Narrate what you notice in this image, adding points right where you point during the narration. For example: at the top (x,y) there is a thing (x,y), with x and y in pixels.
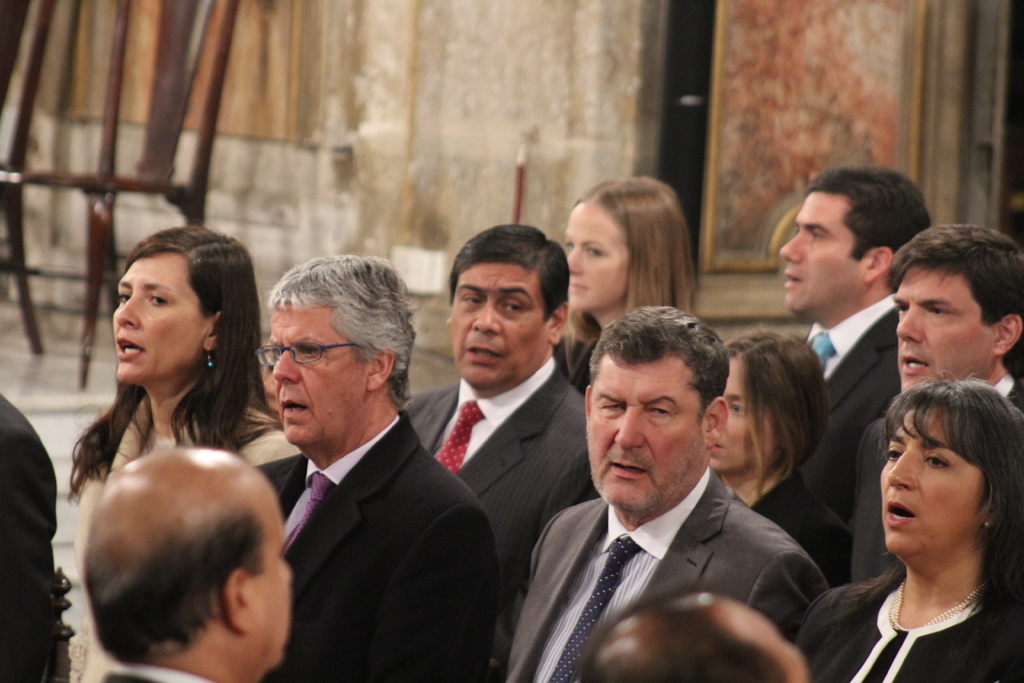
In this image we can see many people (426,484). One person (426,484) is wearing specs (305,349). In the background (424,109) there is a wall (407,119). Also there is a wooden object (177,71). And it is blurry in the background (802,68).
